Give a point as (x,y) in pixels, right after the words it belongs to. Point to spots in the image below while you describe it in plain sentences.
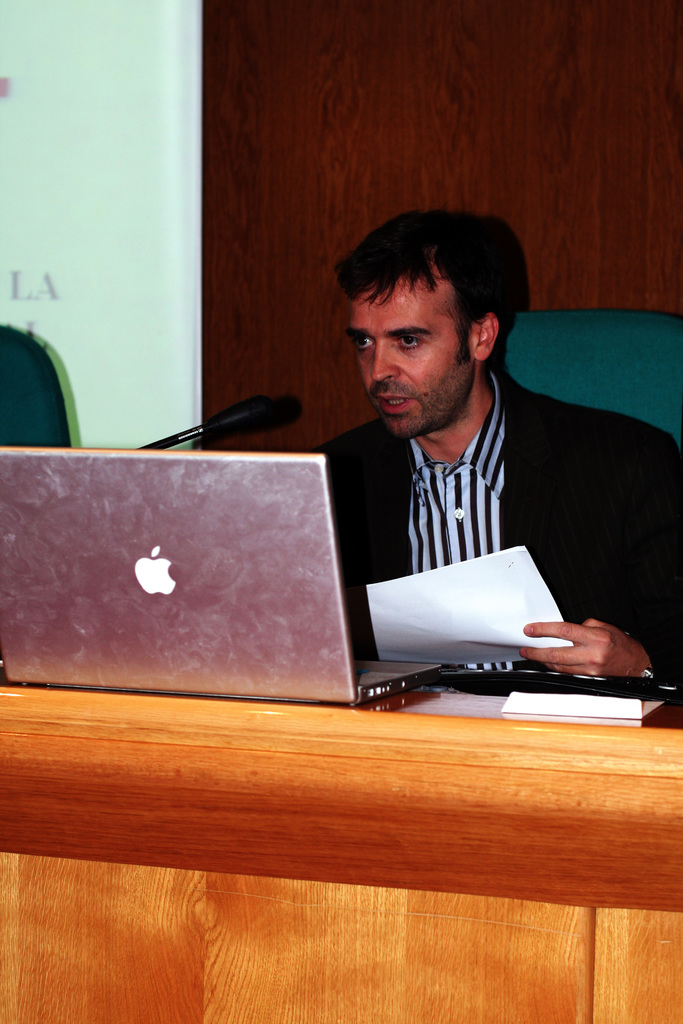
In this image, There is a table (303,754) which is in yellow color, There is a laptop (233,646) on that table (11,739) which is in ash color, There is a man (438,507) sitting and there is a microphone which is in black color he is holding a paper (484,627) which is in white color, In the background (277,148) there is a brown color wall (425,148).
